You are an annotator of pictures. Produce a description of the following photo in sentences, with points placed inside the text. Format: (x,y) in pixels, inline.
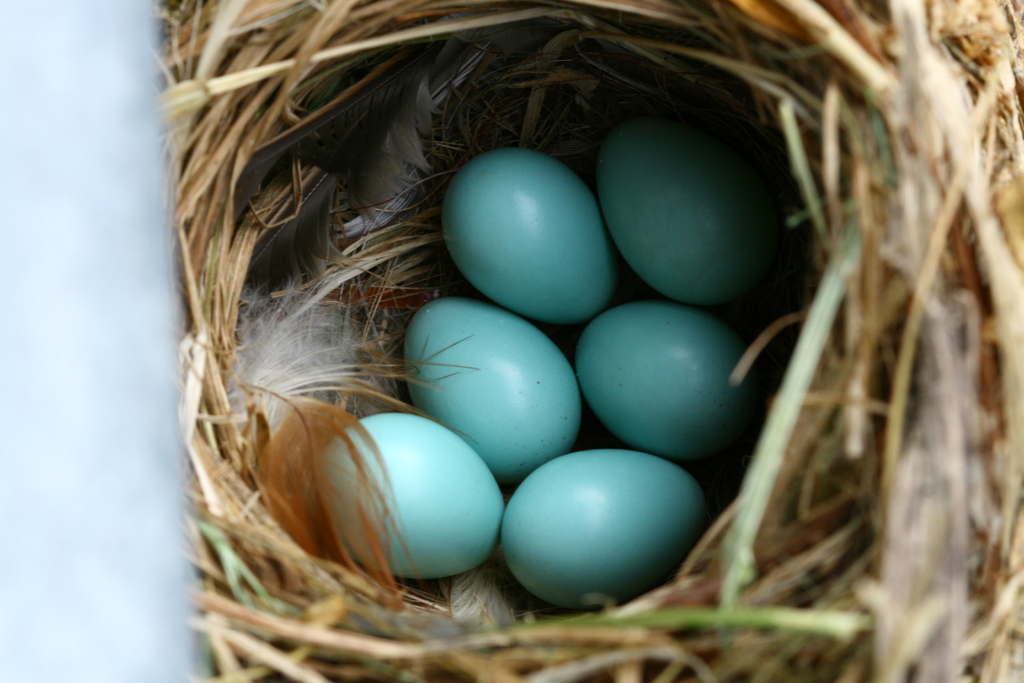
In this picture we can see a nest (916,218) with grass (227,578) and here it is a feathers (306,405) and we have six blue color eggs (561,267) inside the nest (398,329).
